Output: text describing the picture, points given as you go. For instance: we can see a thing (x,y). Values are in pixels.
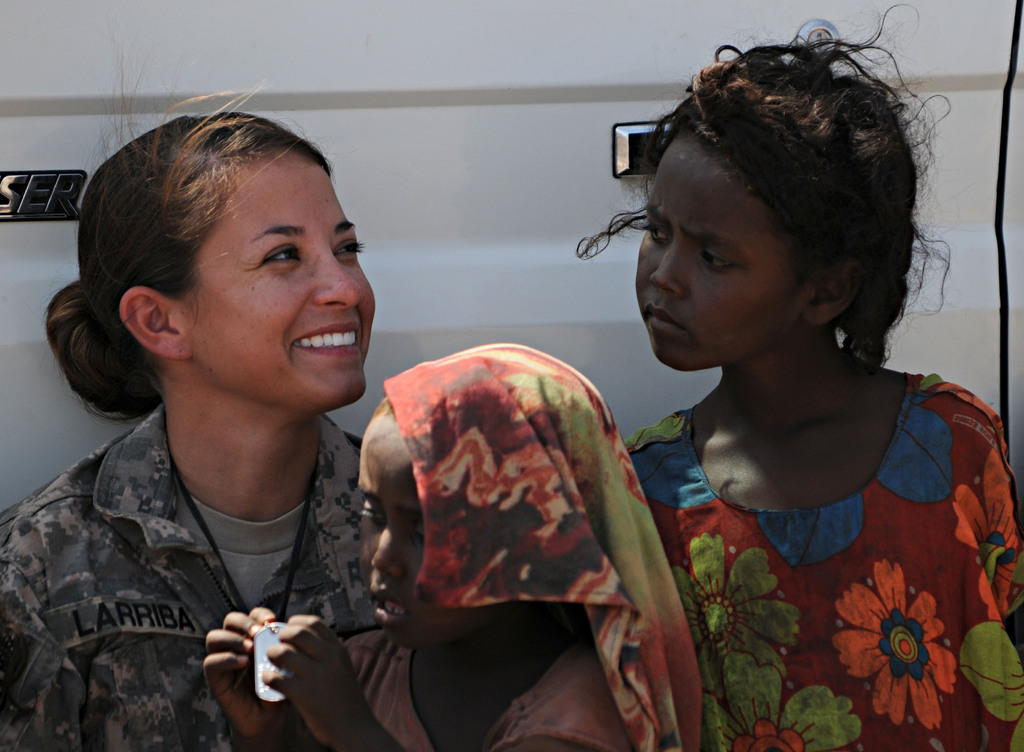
In this picture I can see there is a woman (260,248) and two girls (766,401) and in the backdrop (624,404) I can see there is a white car (509,100) and a door (433,199) and a logo (43,199).
